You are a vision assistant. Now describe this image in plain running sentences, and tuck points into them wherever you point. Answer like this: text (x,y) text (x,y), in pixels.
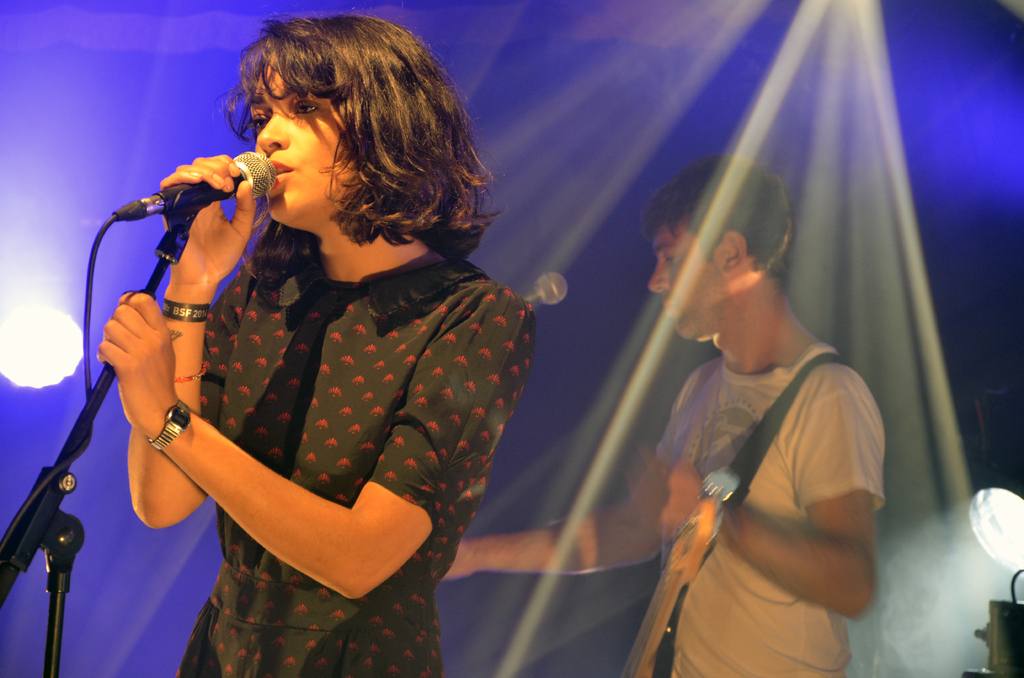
In the image there is a girl (338,442) in black dress (326,458) singing on mic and behind her there is a man (663,462) playing guitar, there are lights (1011,540) over the ceiling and over the background (46,347).
